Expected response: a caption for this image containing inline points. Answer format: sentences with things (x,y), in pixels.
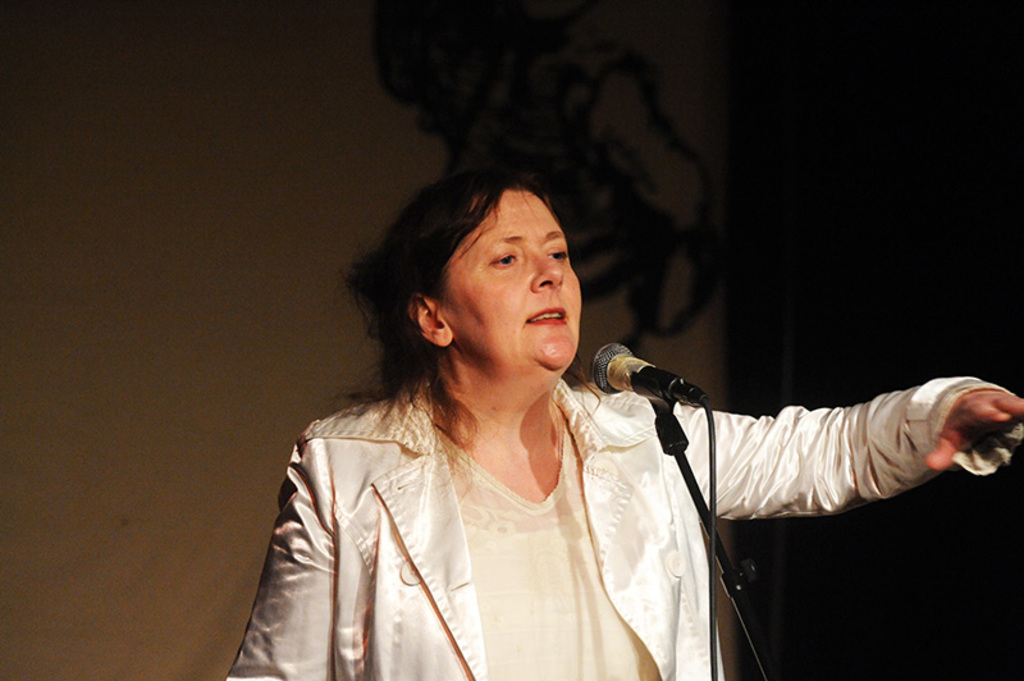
In this picture there is a lady (988,438) in the center of the image (476,330) and there is a mic (654,409) in front of her.
